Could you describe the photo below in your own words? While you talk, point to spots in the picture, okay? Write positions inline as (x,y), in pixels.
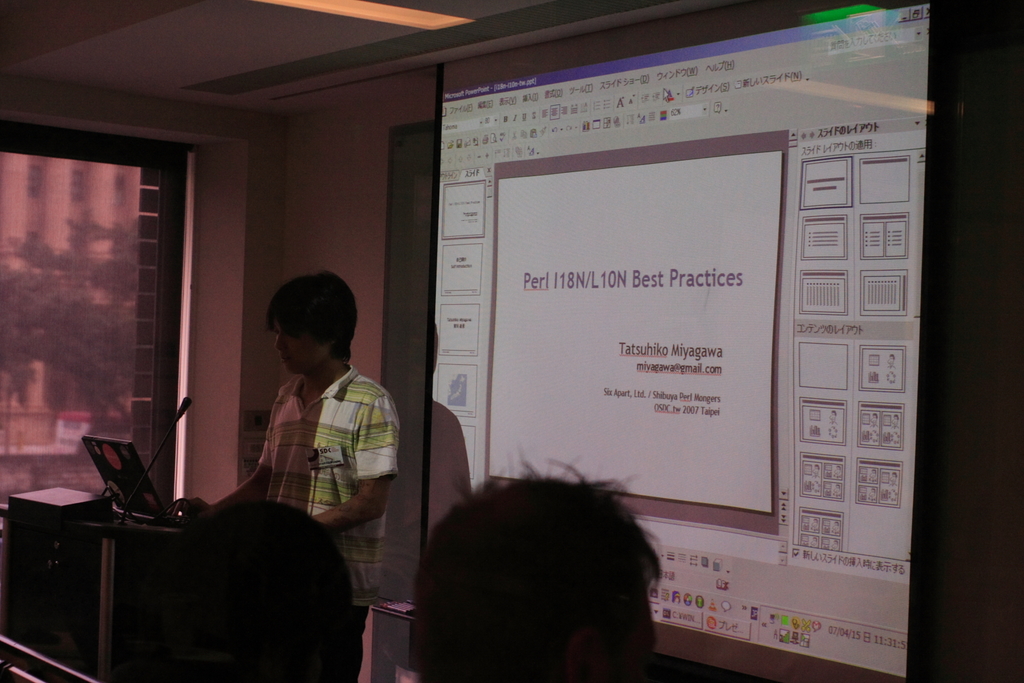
In this image there is a person (304,418) standing in front of him there is a podium (17,528), on that podium (128,563) there is mic (148,464) laptop (136,464) and a box (72,491) and two persons (273,583) are sitting, in the background (340,106) there is a wall (944,474) and a projector screen (775,190).
